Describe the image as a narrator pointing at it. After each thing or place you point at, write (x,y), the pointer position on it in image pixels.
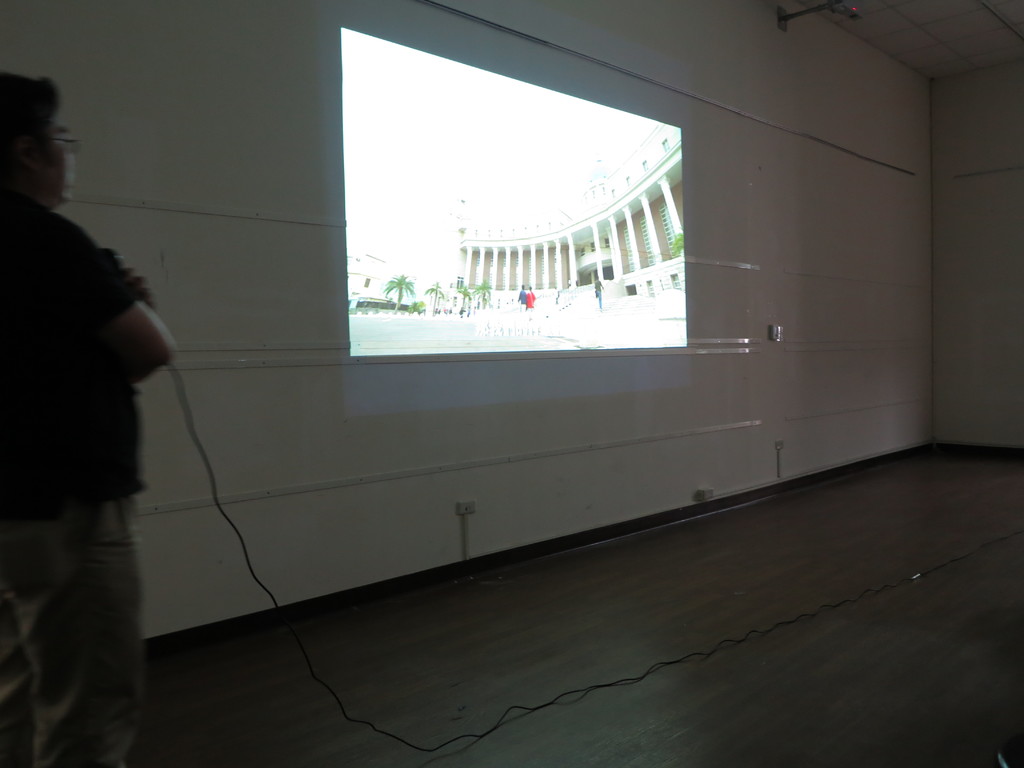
In this image I can see a person (142,319) wearing a black color t-shirt (97,448), standing on the floor (166,713) and on the left side (329,188) I can see a wall (526,369), in the middle (614,312) I can see a screen (555,265) attached to the wall (688,288) and in the screen (639,286) I can see buildings (519,241) and trees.
